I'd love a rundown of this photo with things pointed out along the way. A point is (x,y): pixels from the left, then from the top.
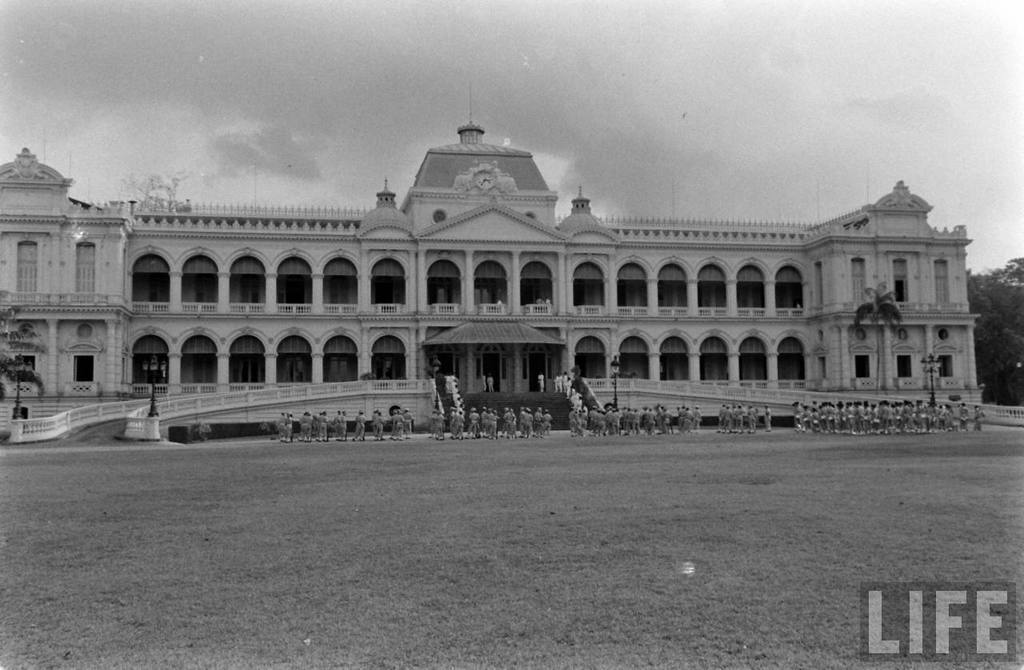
In this picture I can see the building (527,310). in front of the building (821,362) I can see many persons (882,425) who are doing march. Beside them I can see the stairs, railing (143,403) and poles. In the background (1010,267) I can see the trees (1013,262). At the top (349,86) I can see the sky (541,80) and clouds (439,79). In the bottom right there is a watermark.
